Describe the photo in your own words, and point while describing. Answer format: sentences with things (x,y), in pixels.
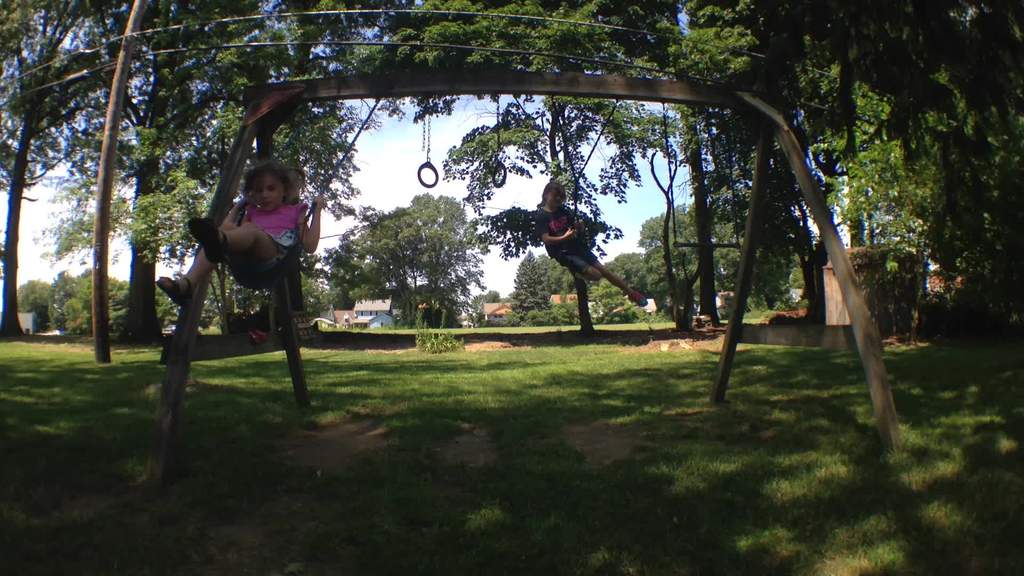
In this image there are two kids (549,232) who are sitting on the swing (297,252) and moving up and down. At the bottom (402,469) there is a ground (469,424) on which there is grass (476,369). In the background (464,215) there are trees (423,240). In the middle (372,302) there is a house (372,307) in the background (372,307). On the right side (887,273) there is a wall (871,255). At the top (420,177) there are rings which are hanged to the swing (536,94). There are wires (231,45) at the top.
